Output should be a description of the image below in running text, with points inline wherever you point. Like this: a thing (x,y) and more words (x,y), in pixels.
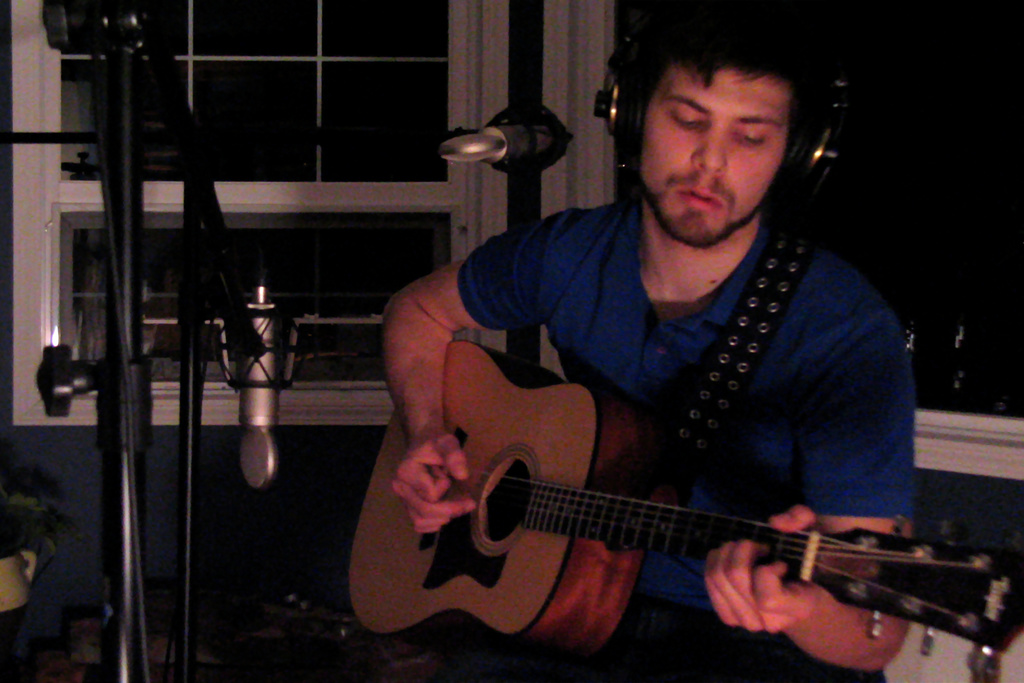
It is taken in a closed room (308,502) where one person (428,442) is sitting in a blue shirt (744,450) and playing a guitar (560,478) in front of the microphone (260,433) and behind him there is a window (227,74).
